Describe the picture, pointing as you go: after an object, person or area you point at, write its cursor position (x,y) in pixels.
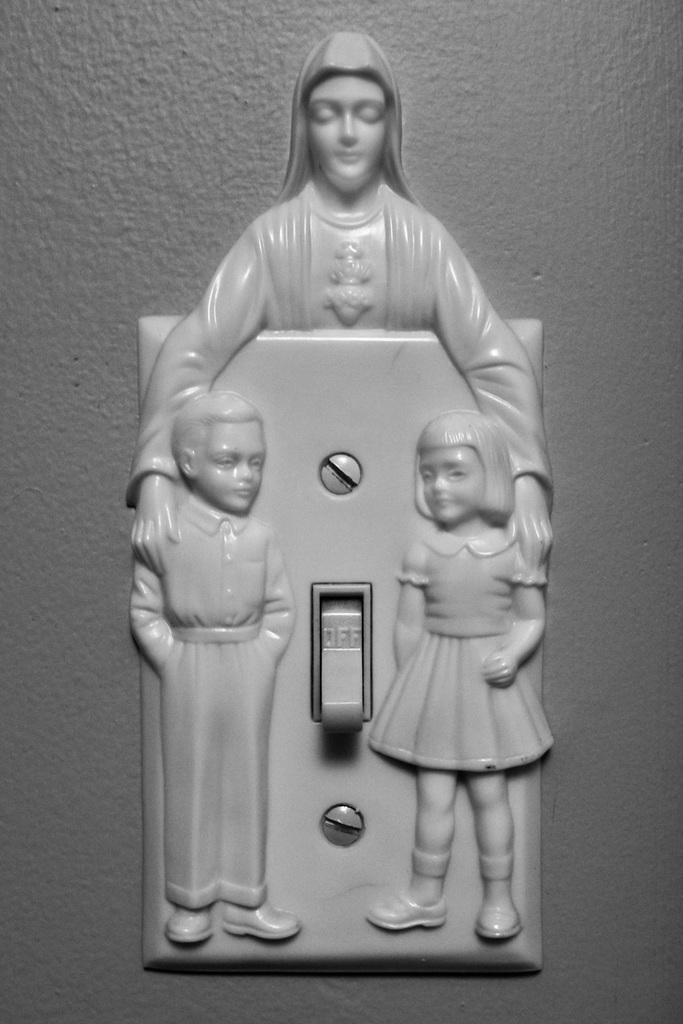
In this image, we can see a switch board (284,360) with sculptures (312,191) is placed on the wall (594,354).
